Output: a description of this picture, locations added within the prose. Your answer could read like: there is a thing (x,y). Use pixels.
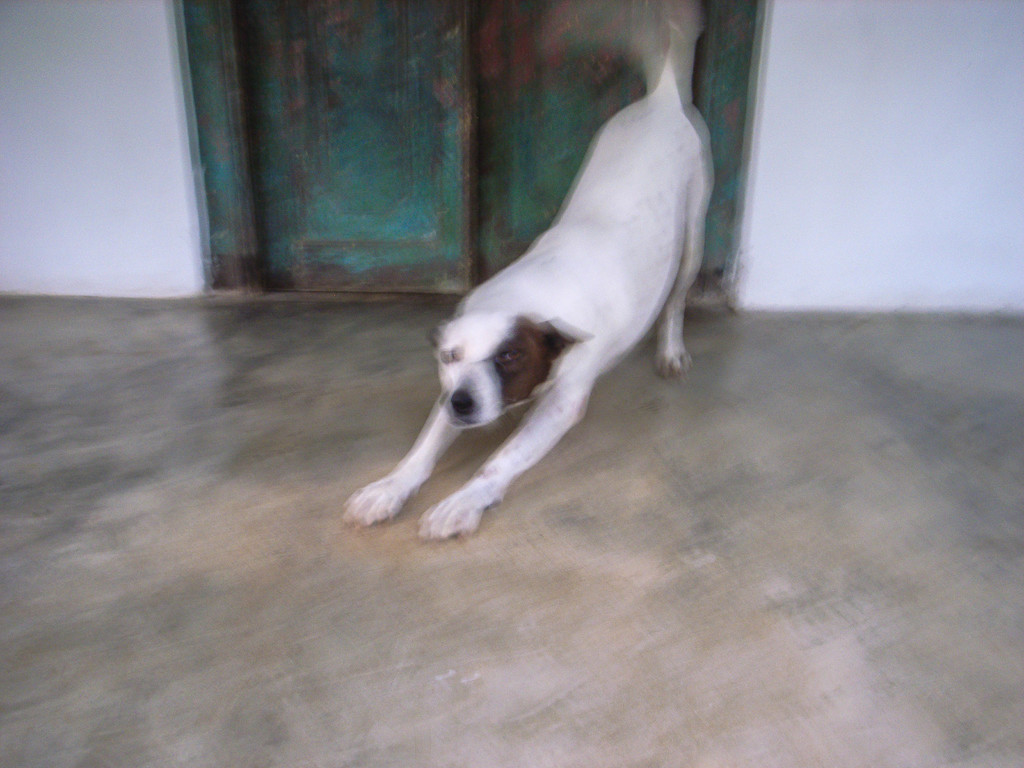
In this image in the center (549,362) there is a dog (528,347), and at the bottom (624,576) there is floor (787,462). In the background (528,112) there is wall (32,114) and doors (475,133).
